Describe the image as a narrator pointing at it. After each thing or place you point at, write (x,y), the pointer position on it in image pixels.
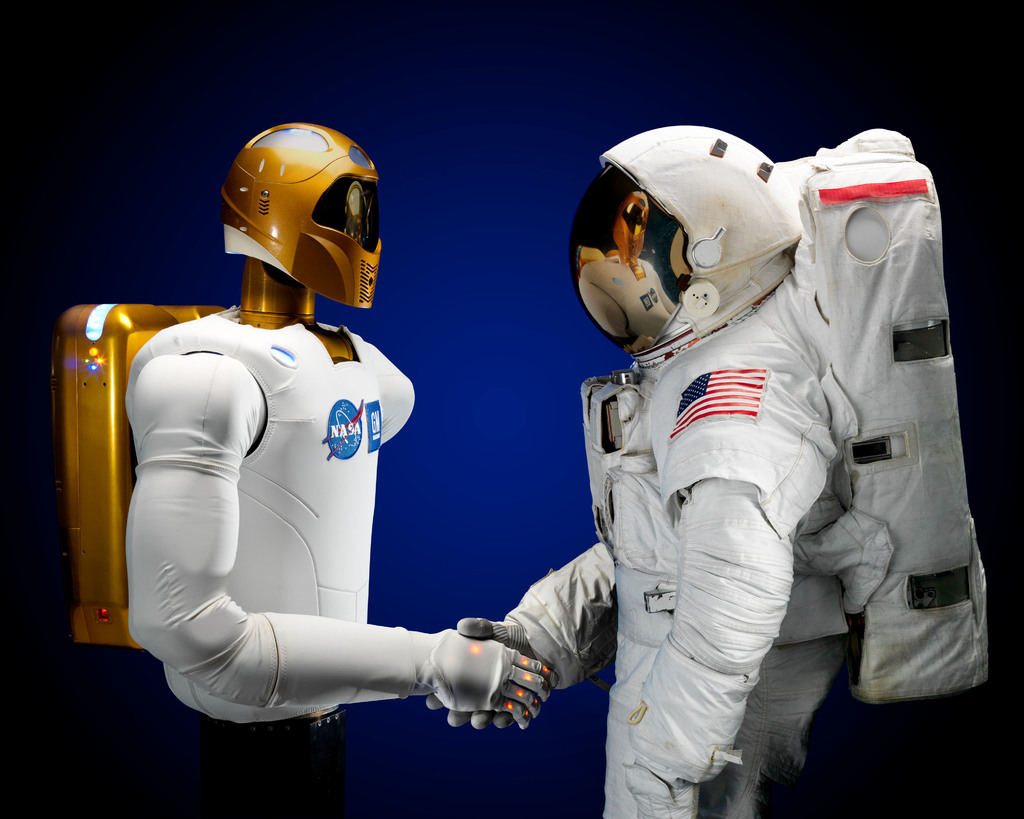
In this image I can see a person (741,474) wearing space suit (776,491) which is white, blue and red in color is standing and shaking hands (468,674) with robot (234,563) which is gold, black, blue and white in color. I can see the blue colored background (518,292).
